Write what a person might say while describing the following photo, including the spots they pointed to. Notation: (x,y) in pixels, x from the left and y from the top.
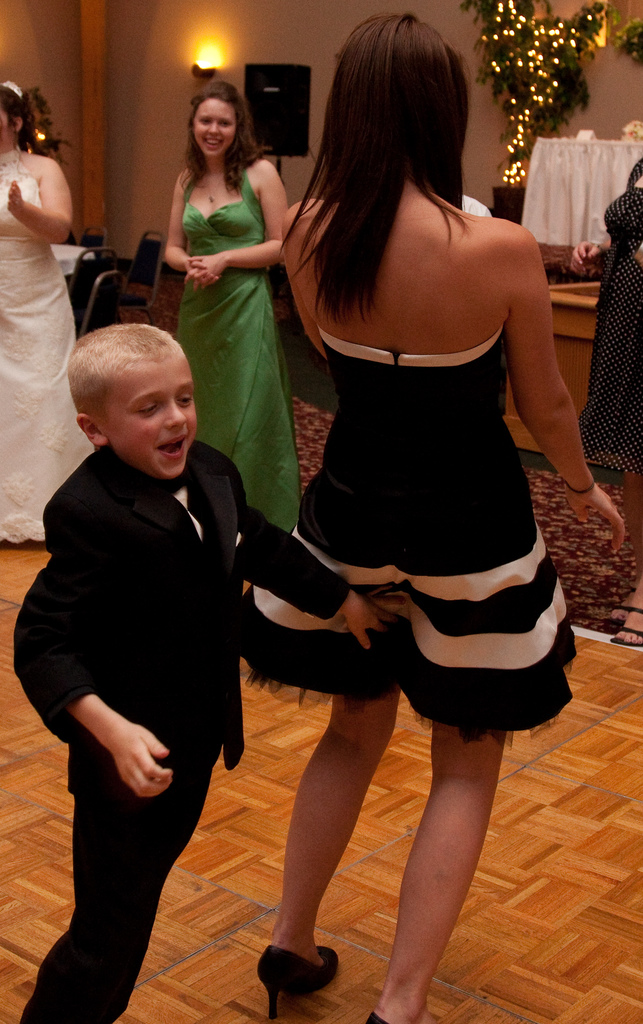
In this image, we can see a group of people (327,638) are on the floor (536,928). Here we can see few people (198,357) are smiling. Background (138,105) there is a wall (152,153), few chairs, tables (569,173) with cloth (577,198), speaker (277,103), lights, plant (588,60) we can see.
